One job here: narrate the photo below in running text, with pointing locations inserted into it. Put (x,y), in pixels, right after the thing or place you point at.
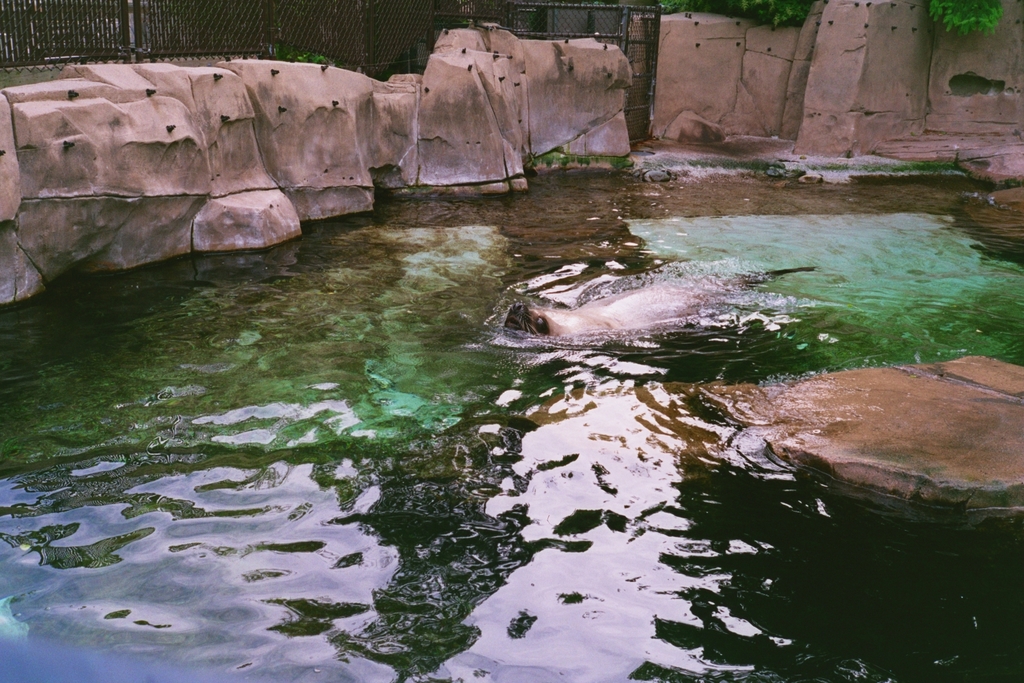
In this image in the center (469,418) there is water (550,518) and in the water (608,347) there is an aquatic animal (608,318). In the background (418,147) there are rocks (266,116) and there is a fence (143,37) and there are leaves (954,27) visible.
